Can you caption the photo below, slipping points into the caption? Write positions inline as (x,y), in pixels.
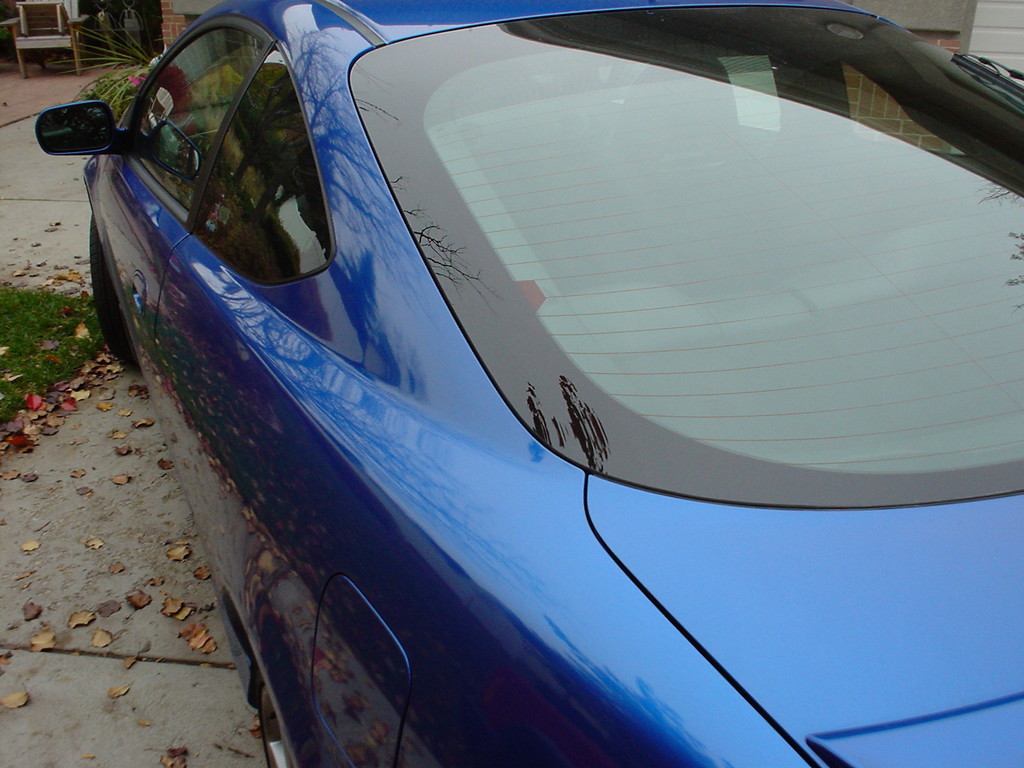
As we can see in the image there is a car (407,361) on road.
